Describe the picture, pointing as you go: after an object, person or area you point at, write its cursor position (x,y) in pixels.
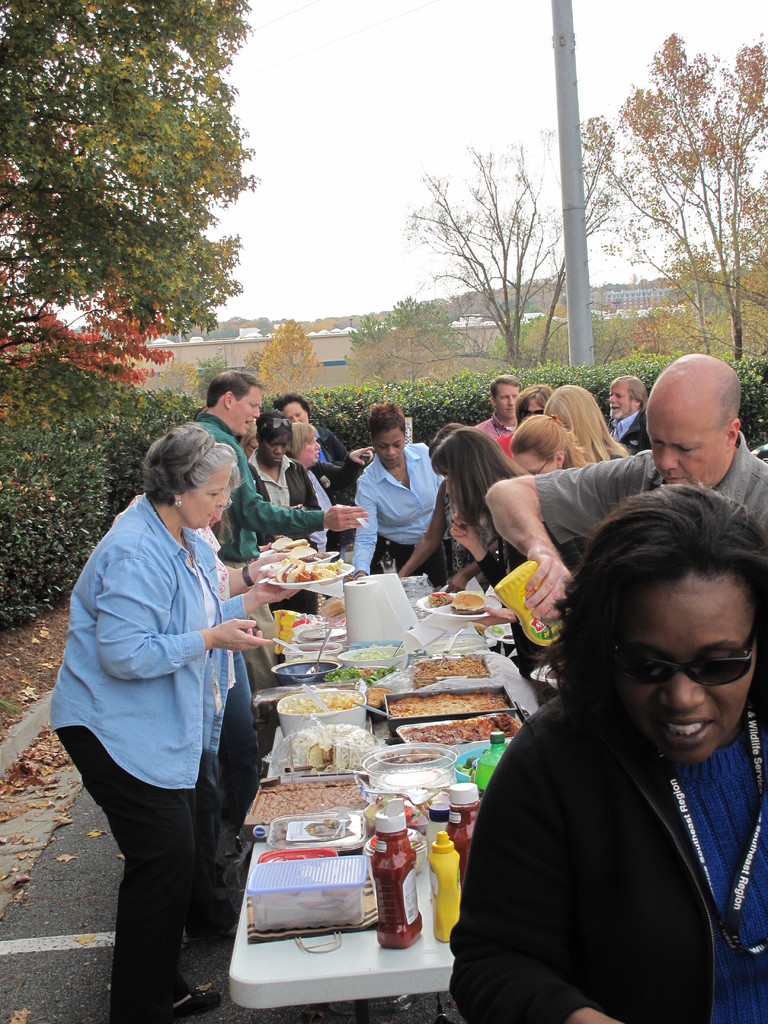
On the middle of the image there is a table (373,961). On the table (352,940) there are many foods (394,746), bottles (398,848). Around the table (376,863) there are many people (634,412). Some people (260,573) are holding plates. On the top left (67,174) there are trees (82,362). In the background (288,357) there is pole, trees (378,320), building (255,340).
